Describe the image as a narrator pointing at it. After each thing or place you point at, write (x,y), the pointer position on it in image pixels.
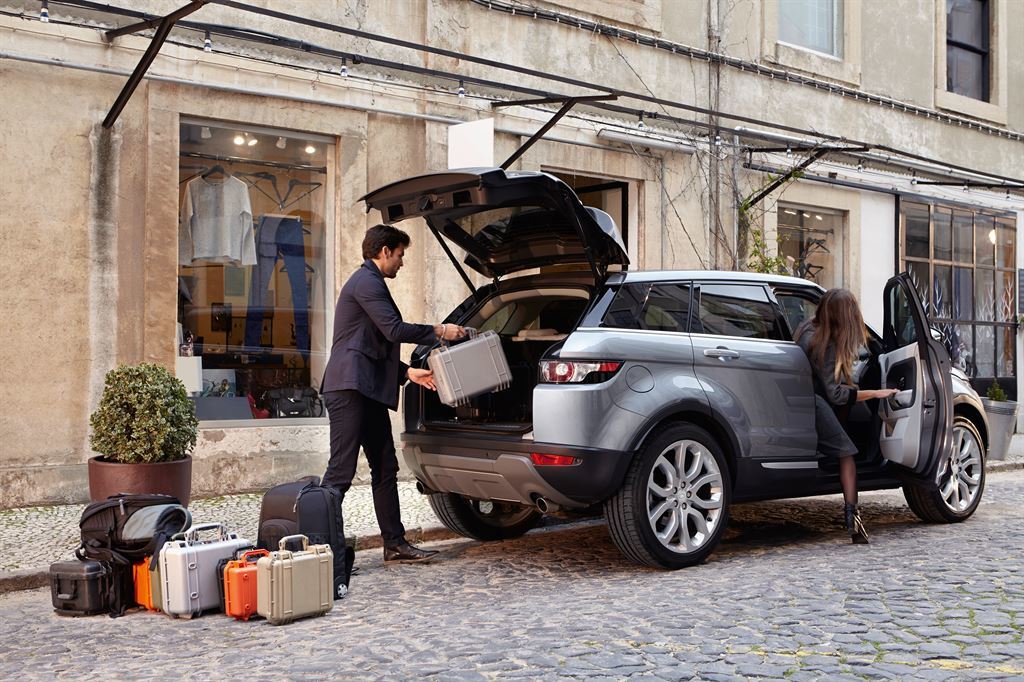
In the bottom left corner of the image (295,499) we can see some bags (314,501), suitcases (281,499) and plant (166,441). In the middle of the image (456,453) we can see a vehicle (704,530) and we can see two persons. Behind the vehicle (695,290) we can see a building (73,183), in the building (58,265) we can see some clothes (213,233).
